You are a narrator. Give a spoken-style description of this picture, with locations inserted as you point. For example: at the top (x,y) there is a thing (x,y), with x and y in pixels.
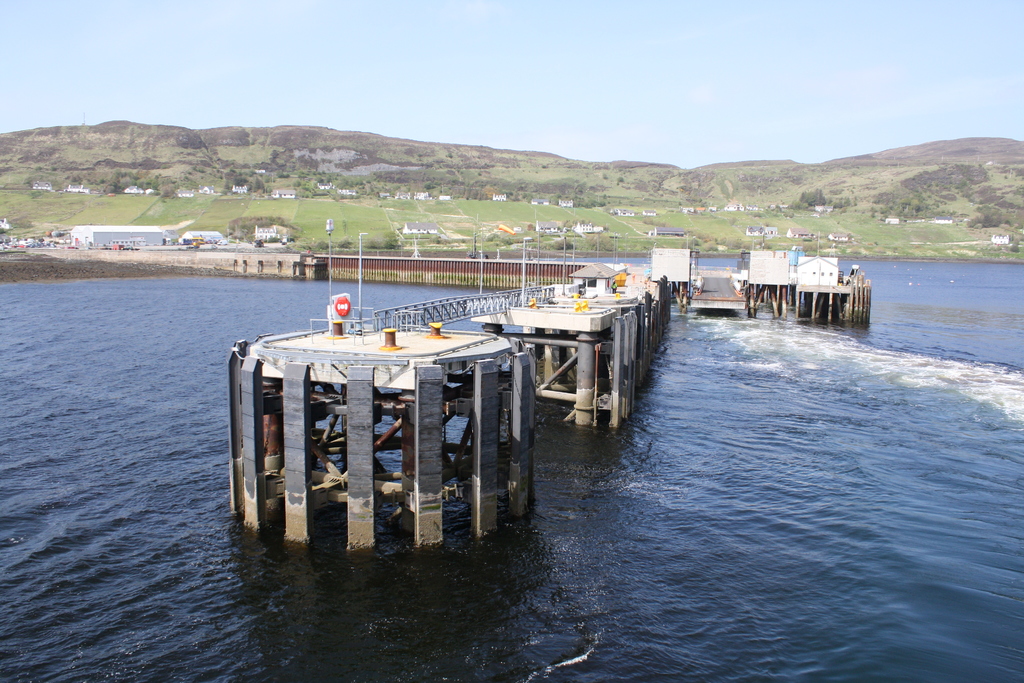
In this image we can see a bridge (453,333) in the water (602,494). And there are houses (757,228), trees (245,222), grass (371,222), mountains (393,160) and sky (571,71) in the background (548,89).
